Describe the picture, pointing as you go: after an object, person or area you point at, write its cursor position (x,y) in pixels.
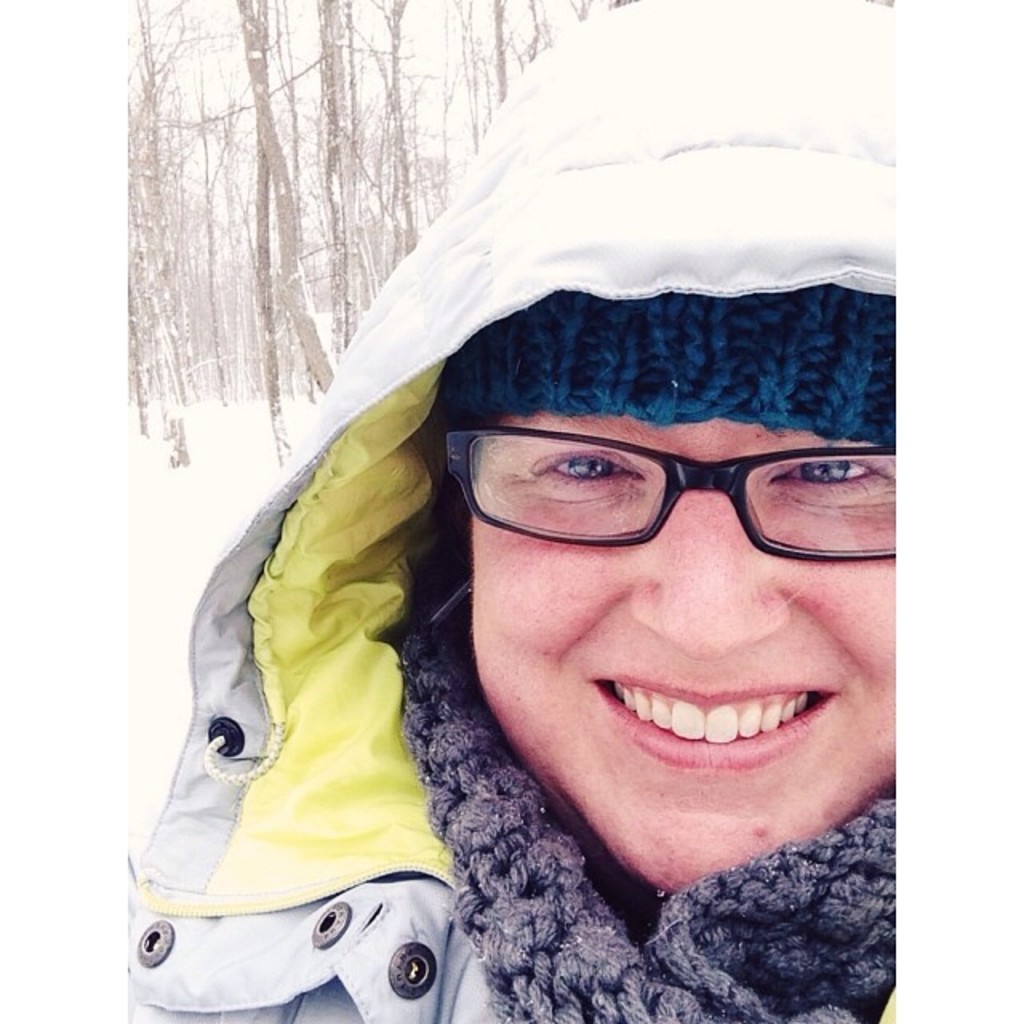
In this image we can see there is a person (443,635) with a smile on his face (519,535). In the background (243,345) there is a snow (192,426) and trees (255,110).
